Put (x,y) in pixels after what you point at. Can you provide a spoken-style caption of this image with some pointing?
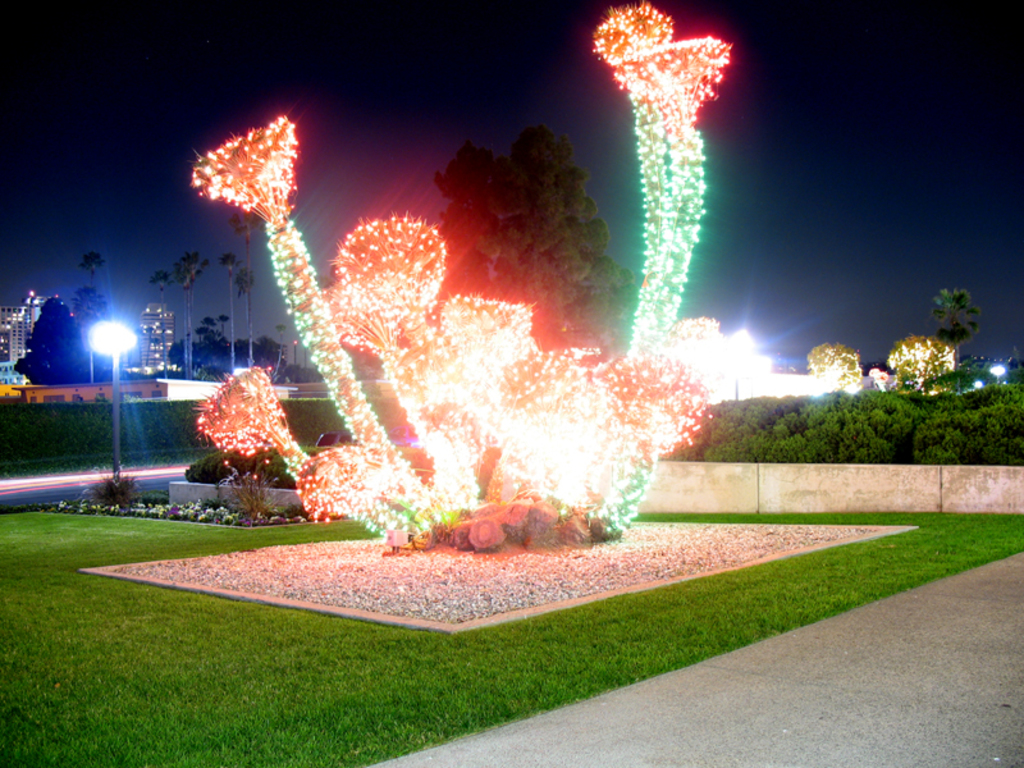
There is a tree (529,364) decorated with lights (461,452) and there are few other trees (582,227) in the background (689,357).
